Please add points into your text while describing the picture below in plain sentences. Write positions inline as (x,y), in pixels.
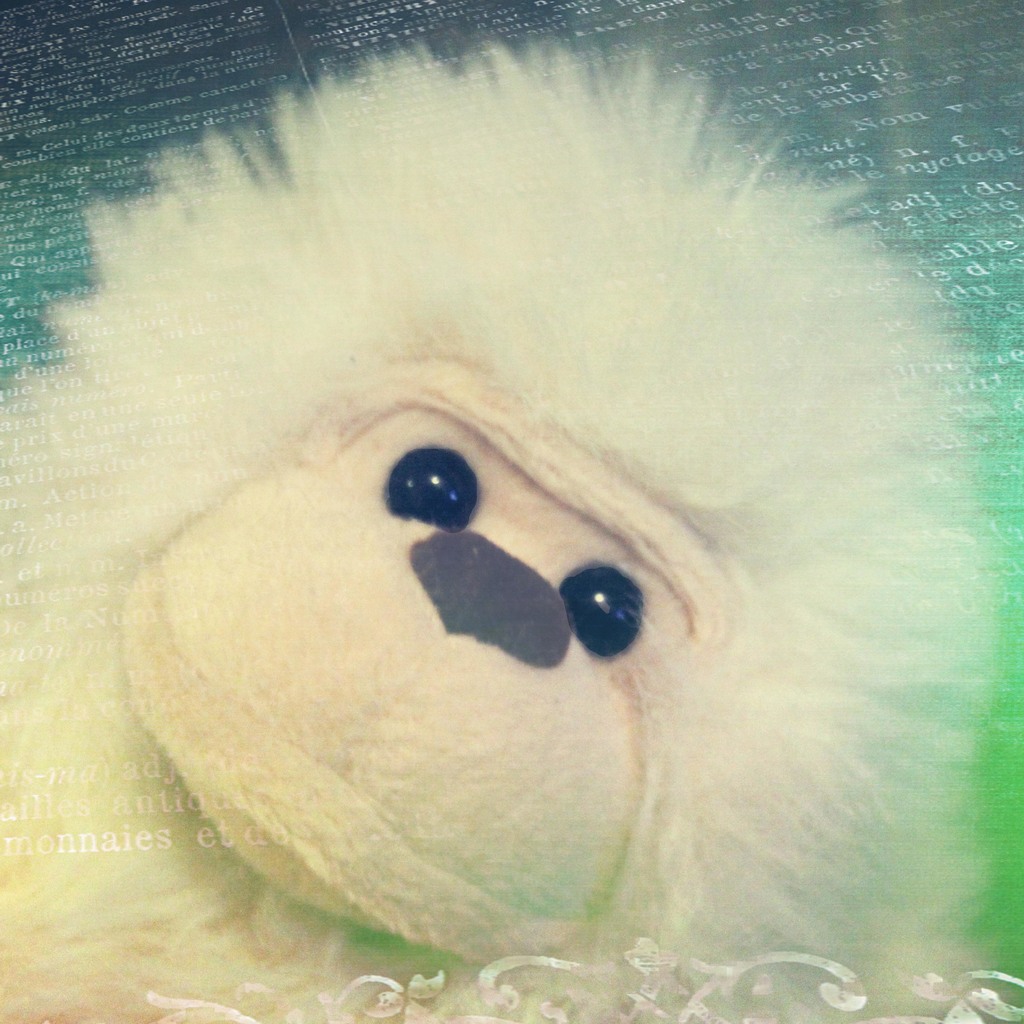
In this image there is a toy (633,187), and there are watermarks (93,55) on the image.
